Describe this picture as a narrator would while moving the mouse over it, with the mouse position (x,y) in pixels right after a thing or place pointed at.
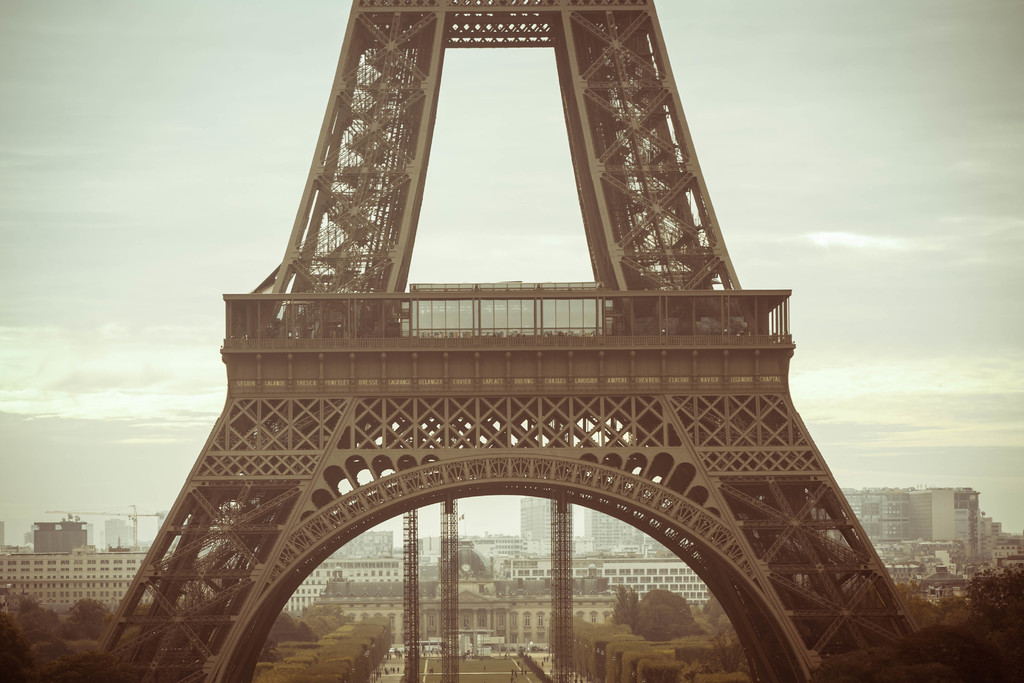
In this image there are towers (563,571), trees (726,637), buildings (549,565), people (530,659), road (392,663), cloudy sky (34,260) and objects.
